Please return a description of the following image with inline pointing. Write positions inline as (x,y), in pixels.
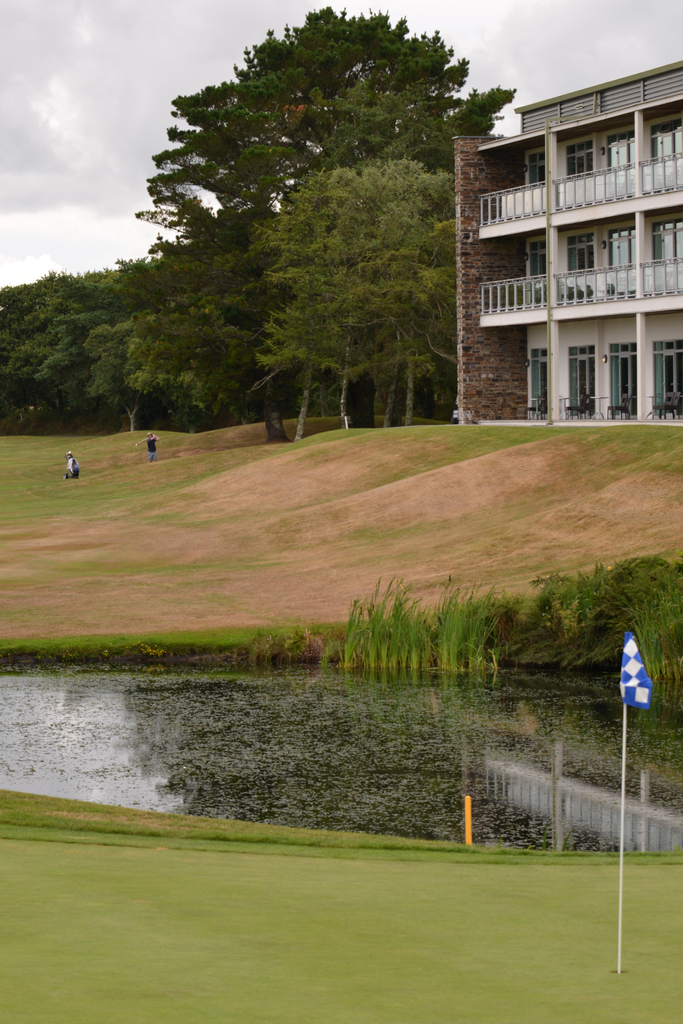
In this image I can see blue and white color flag (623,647). Back Side I can see building (573,331), trees (349,189) and two persons (149,458). In front (292,788) I can see water (298,732). The sky (146,105) is in white color.
